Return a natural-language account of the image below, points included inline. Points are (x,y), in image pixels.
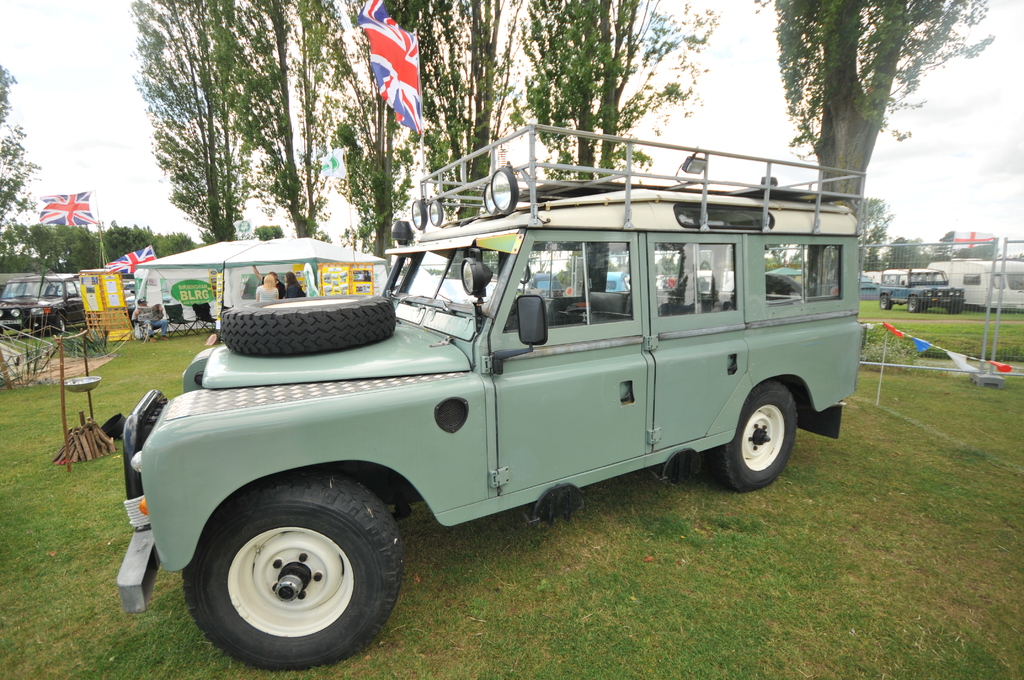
In this picture there is a vehicle (665,309) in the foreground (507,435) and there is a tyre (276,323) and flag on the vehicle (469,324). At the back (236,265) there are three people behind the vehicle (456,397) and there is a person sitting on the chair (145,330) and there are chairs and there is a tent (144,282) and there are trees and flags (961,358) and there are vehicles (33,303) and there are logs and there is a fence (981,362). At the top (650,139) there is sky (694,141). At the bottom (676,638) there is grass (657,641).
